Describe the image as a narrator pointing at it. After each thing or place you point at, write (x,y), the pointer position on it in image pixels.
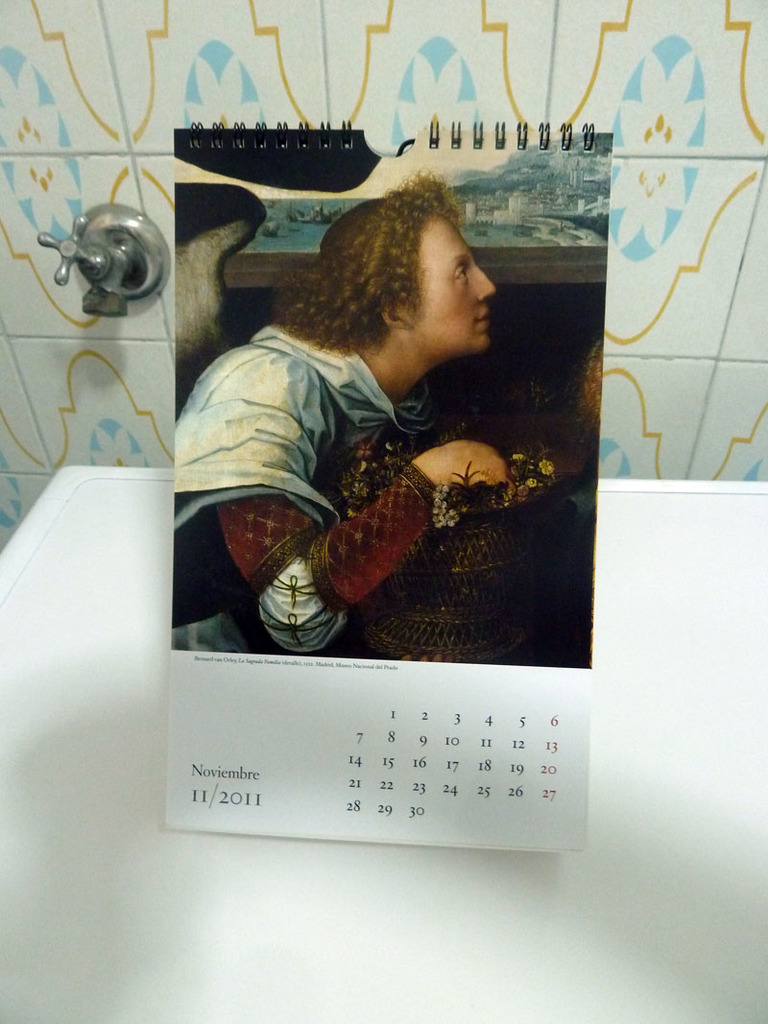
In this picture I can see a calendar (380,629). On the calendar (362,431) I can see an image of a person (423,428). The calendar (354,554) is on a white color surface (242,906). In the background (65,254) I can see a tap (69,275) which is attached to a wall (75,282).
